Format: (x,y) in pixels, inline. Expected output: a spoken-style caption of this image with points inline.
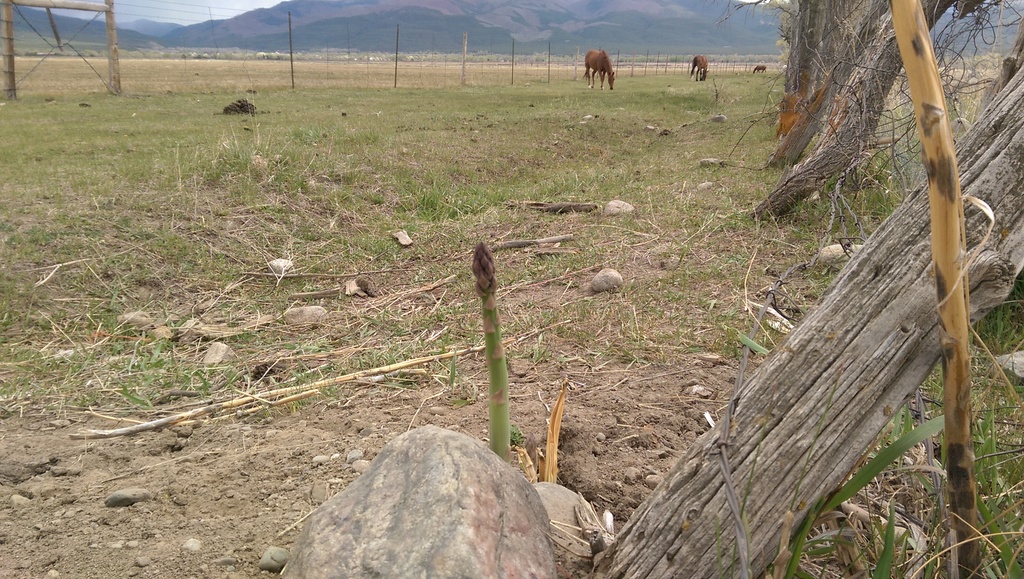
In this image there are animals (606,71) and we can see logs (835,125). In the background (260,28) there are hills (277,23) and sky (247,1). We can see a fence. At the bottom (72,404) there is grass (355,347).
